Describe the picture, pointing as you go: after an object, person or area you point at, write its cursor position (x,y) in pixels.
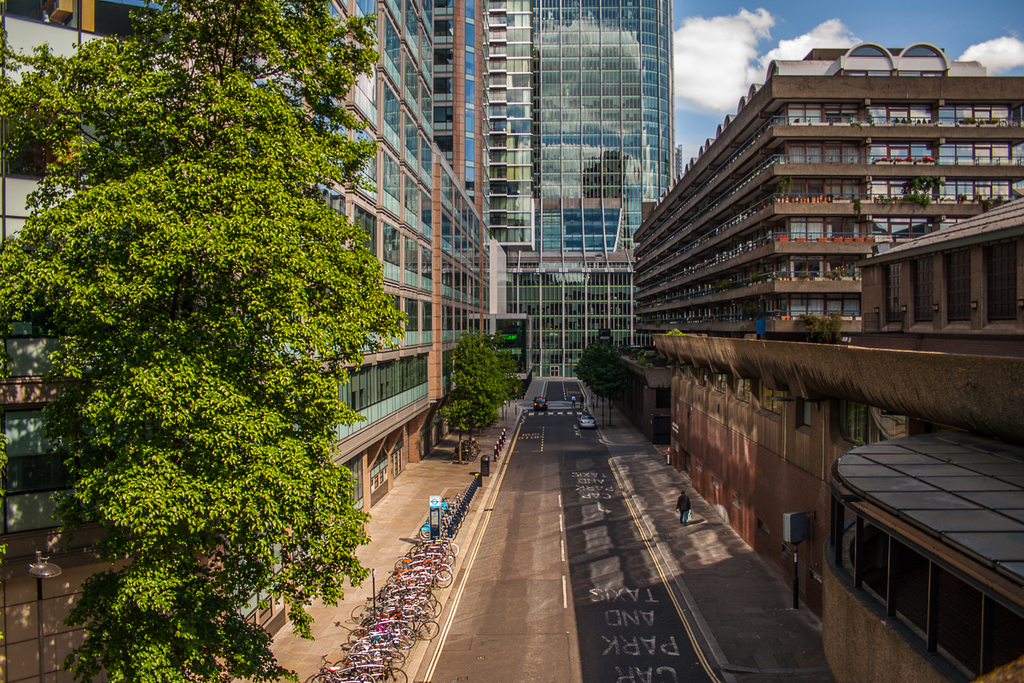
In this image at the bottom (528,646) there is a road (561,543) and some people (572,401) are walking, and there are some vehicles (584,427) and also there are some cycles (454,517) and some poles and boards (786,528) and also we could see some buildings (630,240) and trees (169,493). At the top (734,61) there is sky (780,7).
